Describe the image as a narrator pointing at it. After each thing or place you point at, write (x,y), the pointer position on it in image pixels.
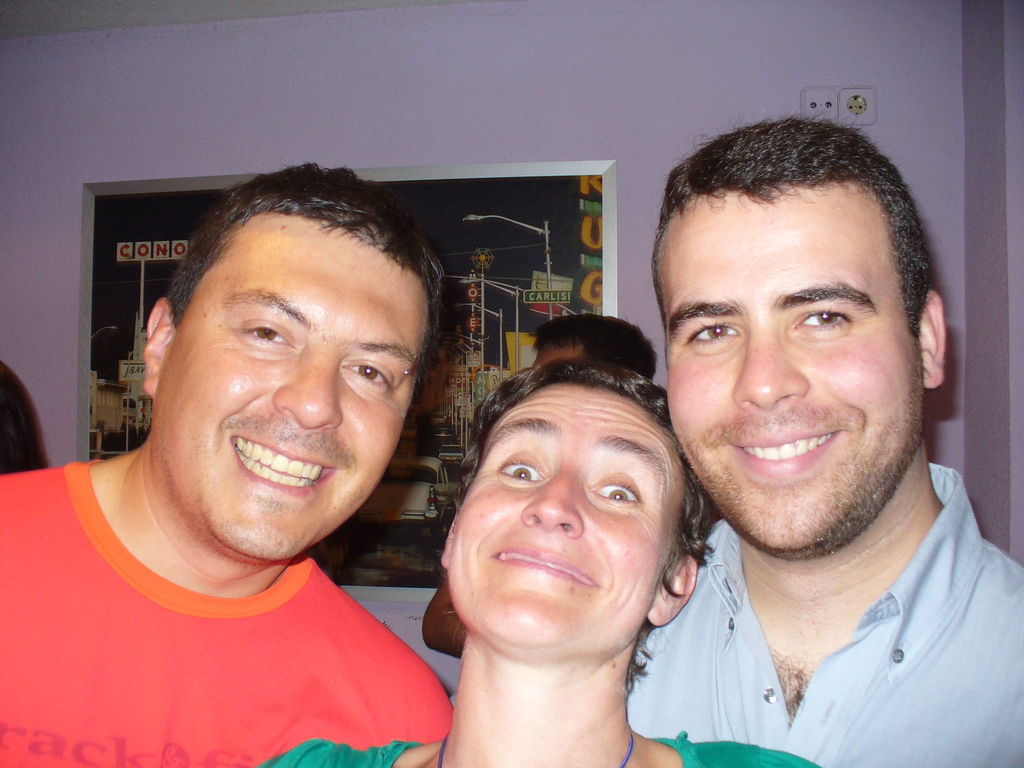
In this image we can see few people (481,540). There is a photo (533,273) on the wall (881,120). There is a power socket (852,104) at the right side of the image (856,102).
